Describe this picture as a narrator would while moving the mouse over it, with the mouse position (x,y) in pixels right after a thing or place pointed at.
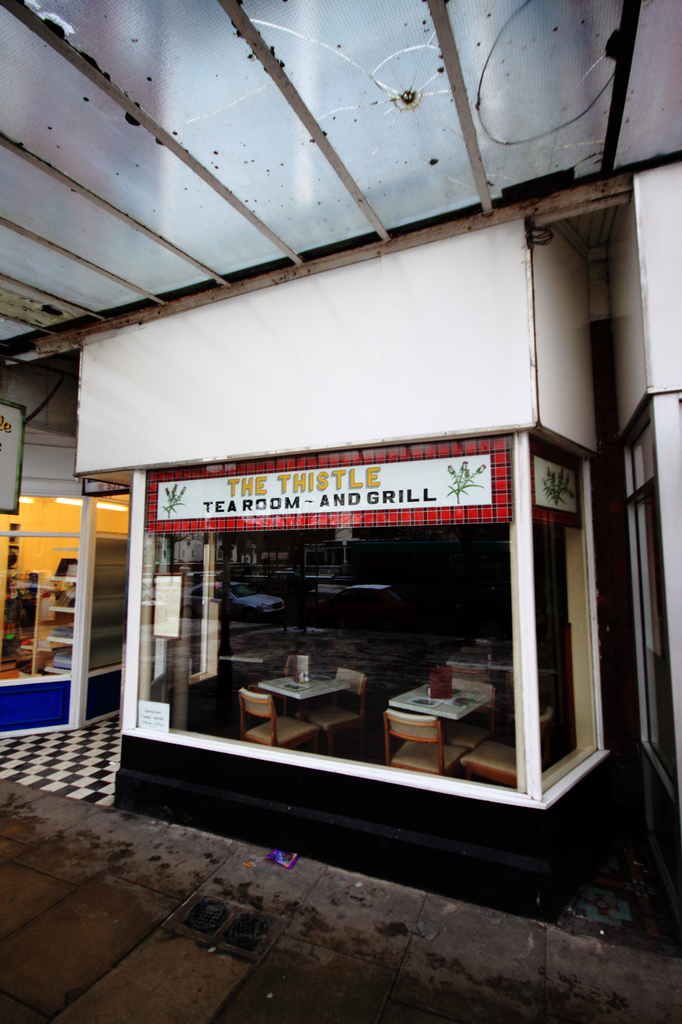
In this image I can see few stores (428,585). Inside I can see few chairs (306,729), table (320,686) and some objects (308,679) on the table (313,694). I can see glass windows (491,669) and a board (267,501).
